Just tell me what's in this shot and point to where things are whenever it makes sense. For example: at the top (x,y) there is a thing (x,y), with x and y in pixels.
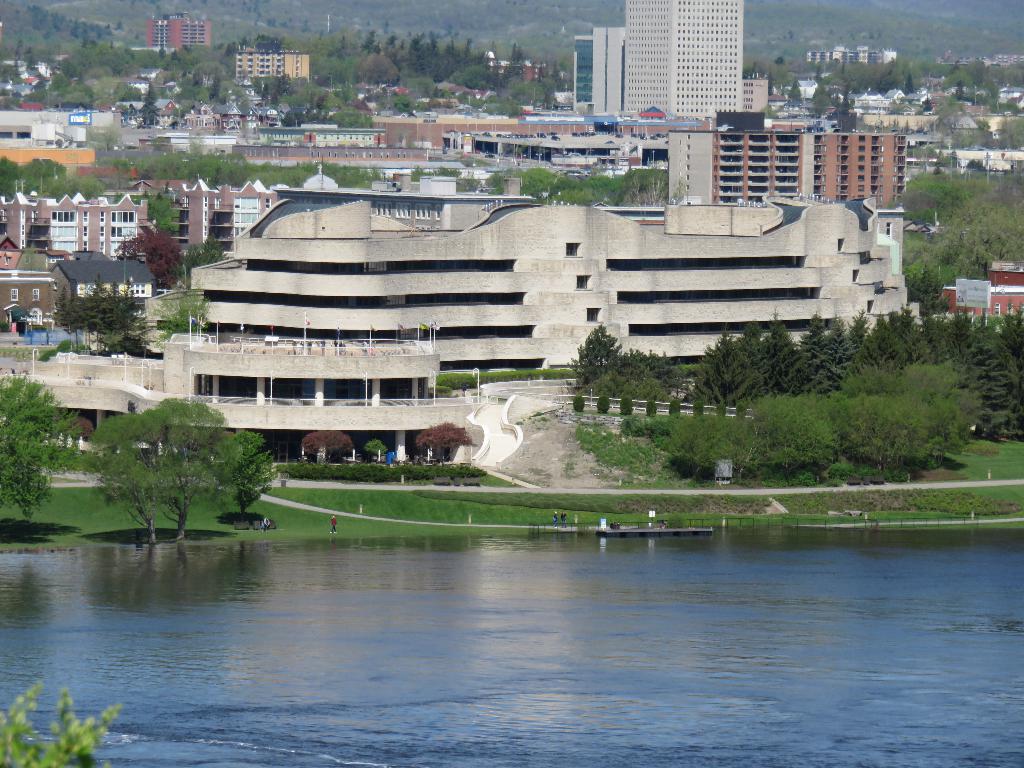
In this picture I can see the lake (636,724), side we can see some trees (174,463), grass (326,500) and we can see so many buildings (429,374).
